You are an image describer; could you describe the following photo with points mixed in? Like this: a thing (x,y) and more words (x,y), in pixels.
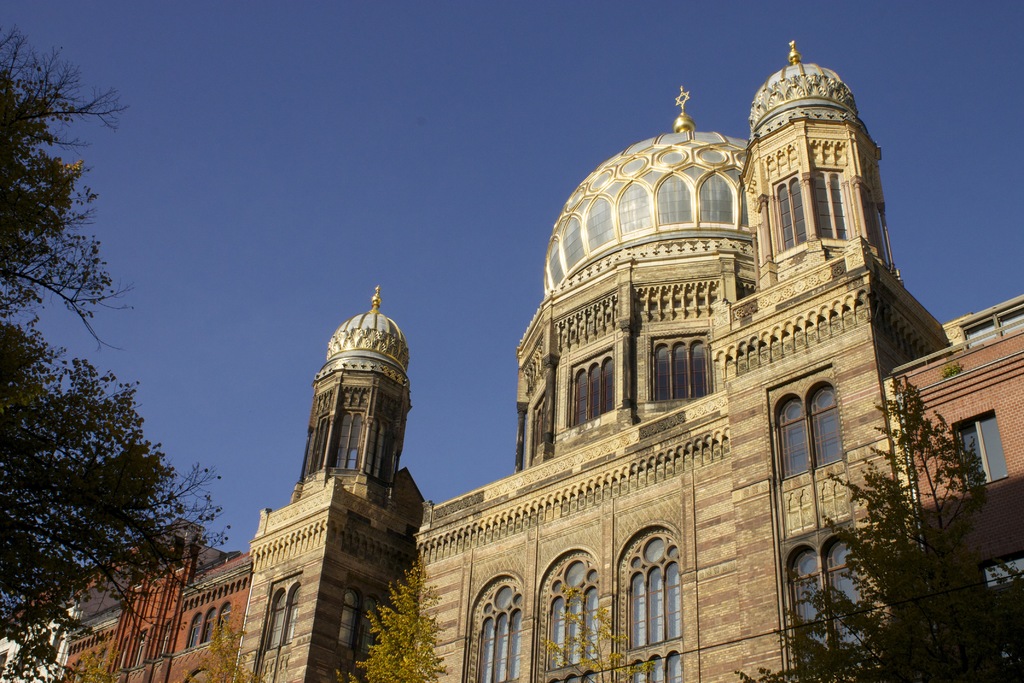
We can see trees (67,595) and buildings (354,547). In the background (709,23) we can see sky (918,218) in blue color.
